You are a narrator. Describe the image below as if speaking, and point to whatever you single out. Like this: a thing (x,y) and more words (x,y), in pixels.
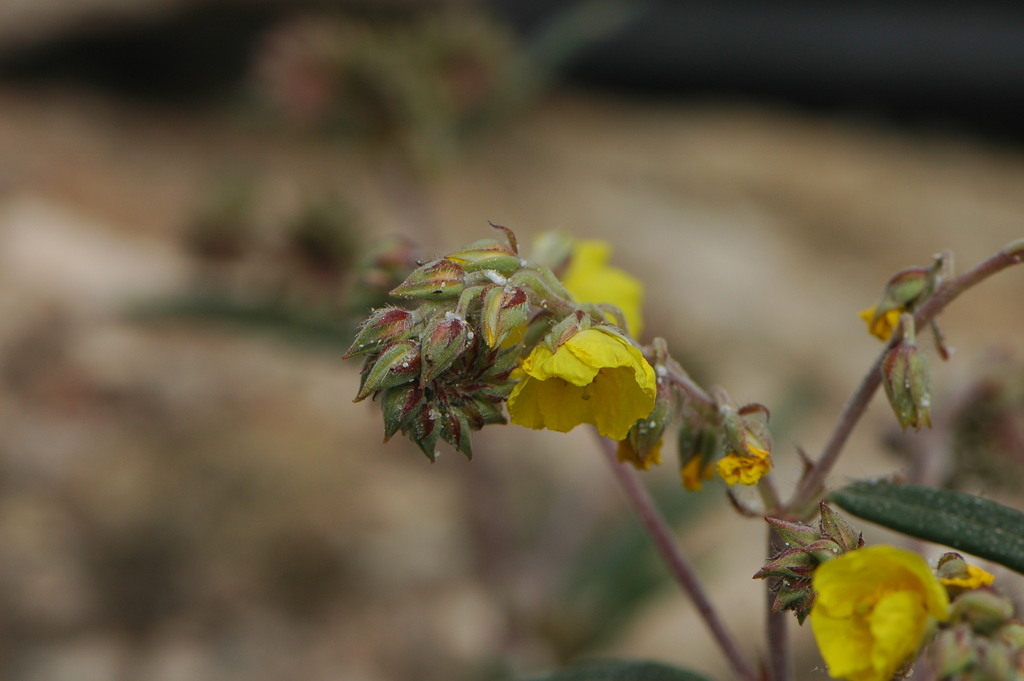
In this picture I can see a plant (656,675) with buds (911,295) and flowers (572,370), and there is blur background (112,180).
